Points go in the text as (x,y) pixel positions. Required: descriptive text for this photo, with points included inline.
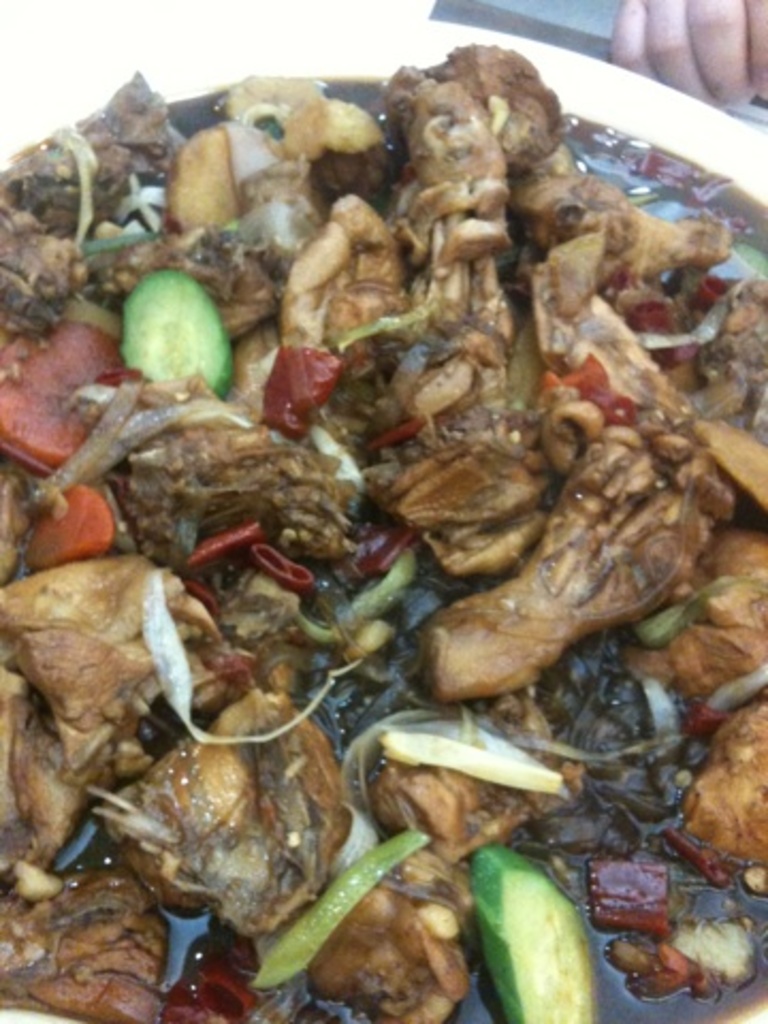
This image consists of food (391,526) which is in the center (358,563). At the top right (702,37) there is fingers (720,42) of the person (721,53) visible.
